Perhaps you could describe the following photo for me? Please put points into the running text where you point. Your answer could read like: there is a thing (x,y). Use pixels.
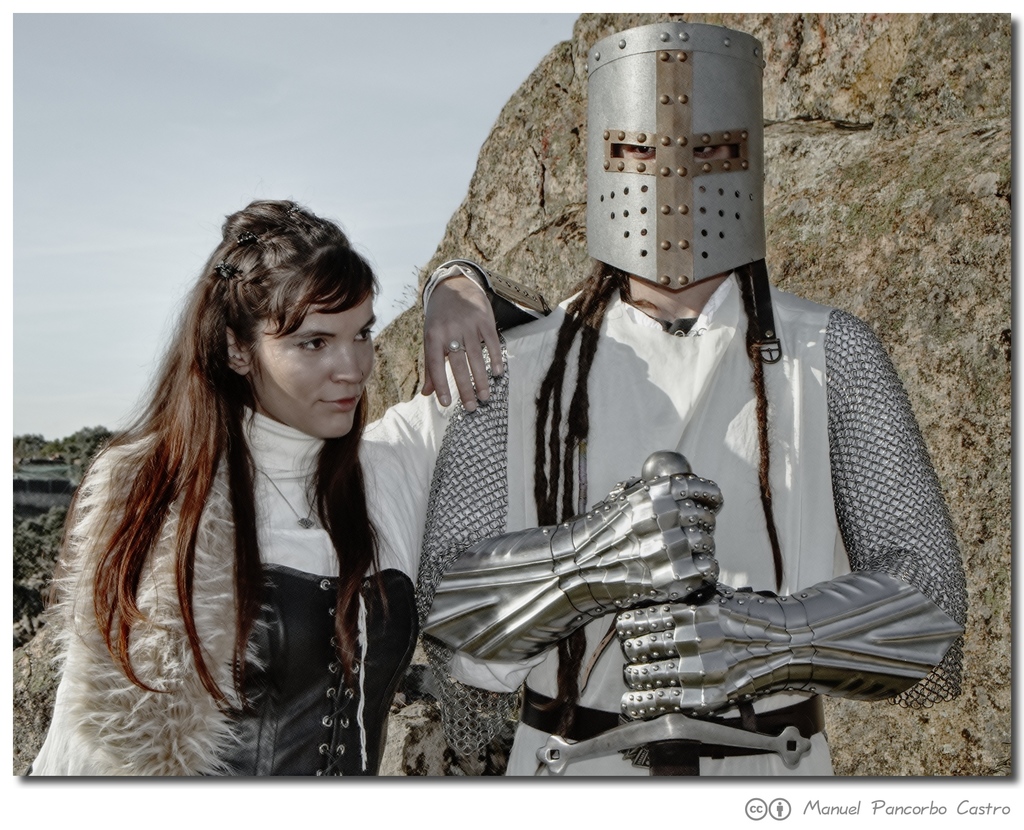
In this picture, we see a man (652,388) on the right side (856,396) is wearing an armour helmet (624,163) and the steel arm guards (681,549). Beside him, we see a woman (336,524) is standing. She might be posing for the photo. Behind them, we see a rock (839,250). There are trees (75,451) in the background (93,433). At the top (292,183), we see the sky (292,183).
